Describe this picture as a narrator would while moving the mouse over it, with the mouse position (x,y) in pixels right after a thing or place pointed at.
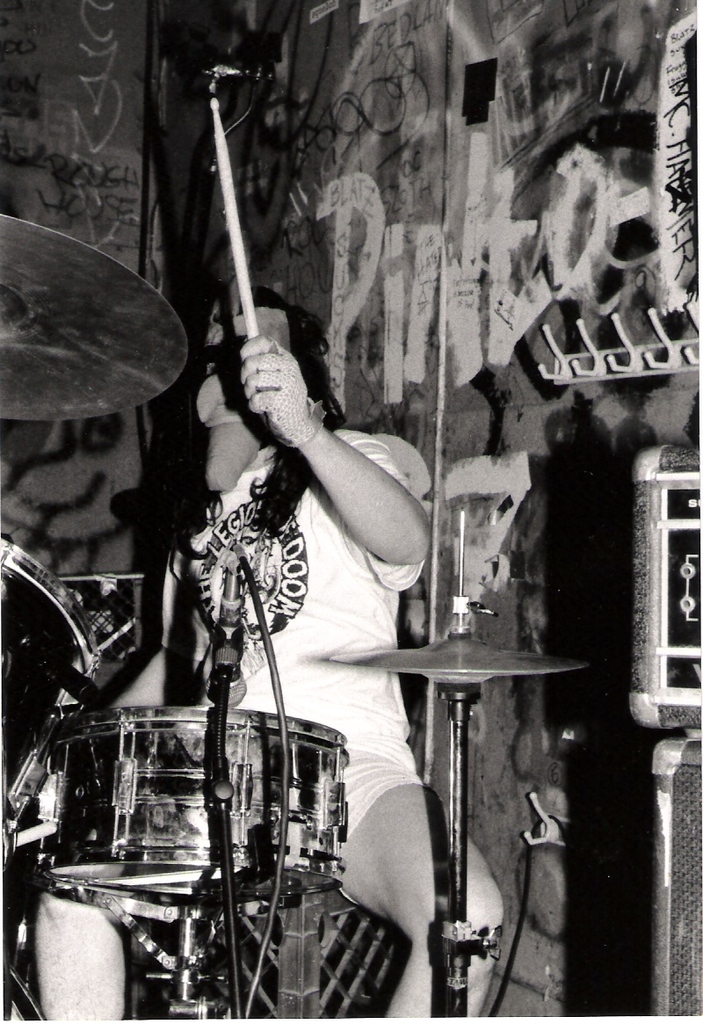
This picture shows a person (271,553) playing a drums (97,373) with a stick (216,117) in his hands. In the background (416,266) there is a wall (424,201).
